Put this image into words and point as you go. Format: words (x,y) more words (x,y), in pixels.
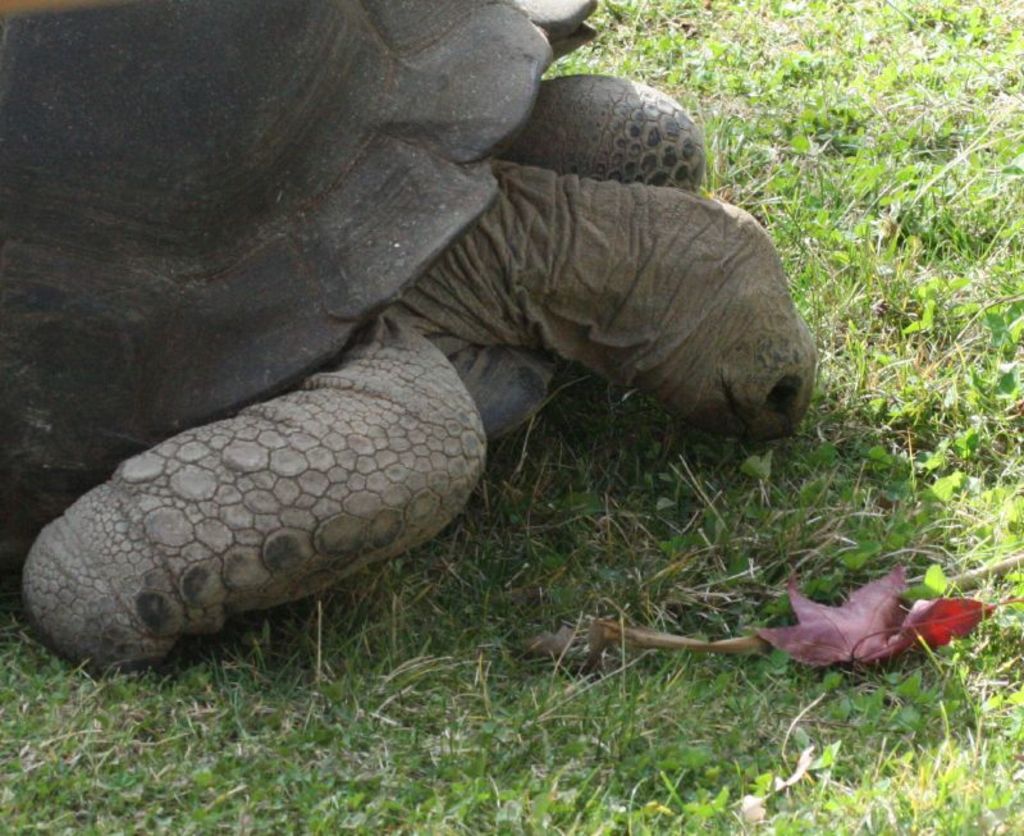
In this image there is a tortoise (487,362) on the surface (839,359) of the grass (484,707).
